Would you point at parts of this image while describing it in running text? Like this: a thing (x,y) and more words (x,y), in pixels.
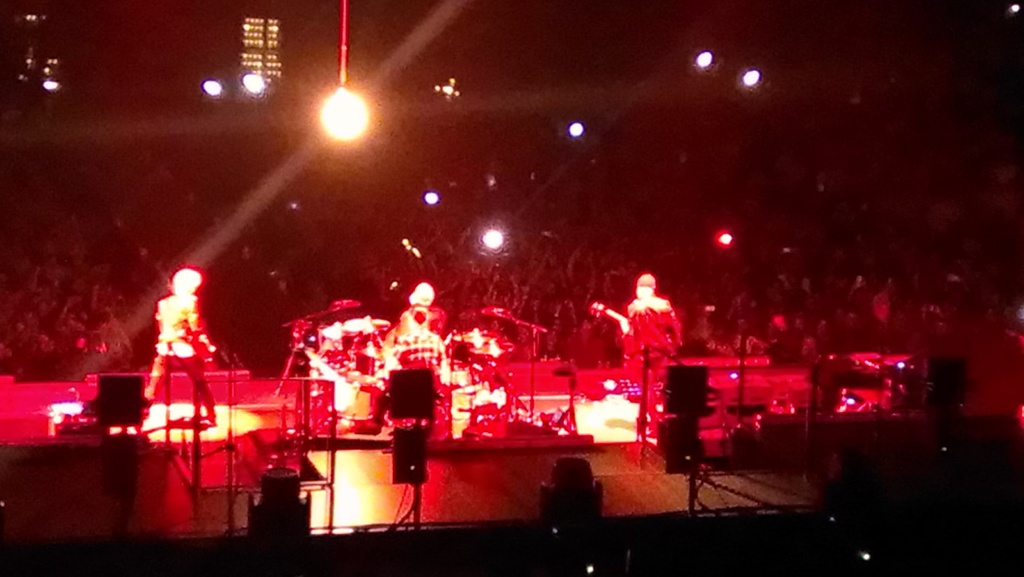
In this picture there is a man (423,329) who is playing drums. Beside him there are two persons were playing on guitar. In front of them we can see the mics (643,415). At the bottom (687,416) we can see the focus lights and speakers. In the background (577,264) we can see the audience (483,265). At the top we can see many lights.
